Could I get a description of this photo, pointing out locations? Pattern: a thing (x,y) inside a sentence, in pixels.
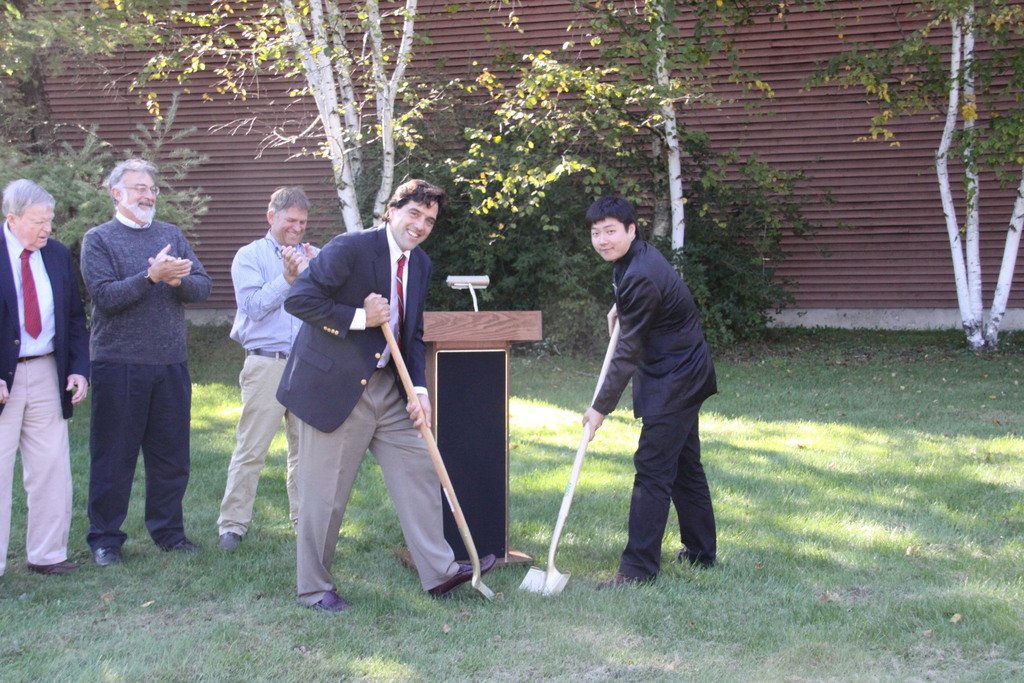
In the picture I can see two persons (392,419) standing on a greenery ground (520,548) and holding an object (537,578) in their hands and there is a wooden stand (523,561) beside them and there are three persons (178,307) standing in the left corner (159,381) and there are few trees (355,157) and some other objects (431,114) in the background (535,133).
